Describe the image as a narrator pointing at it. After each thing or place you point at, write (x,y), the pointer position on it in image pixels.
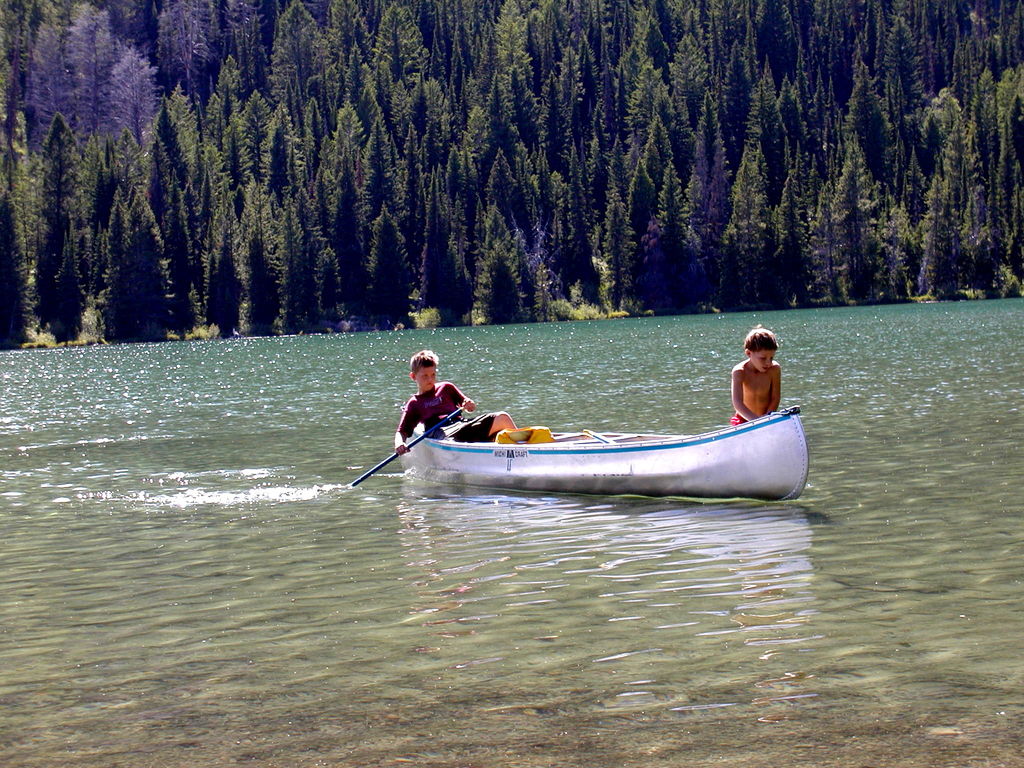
In the image there is water (419,562). In the middle of the water (412,549) there is a boat (660,445) with two boys (445,425) are sitting in it. In the background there are trees (701,119).
